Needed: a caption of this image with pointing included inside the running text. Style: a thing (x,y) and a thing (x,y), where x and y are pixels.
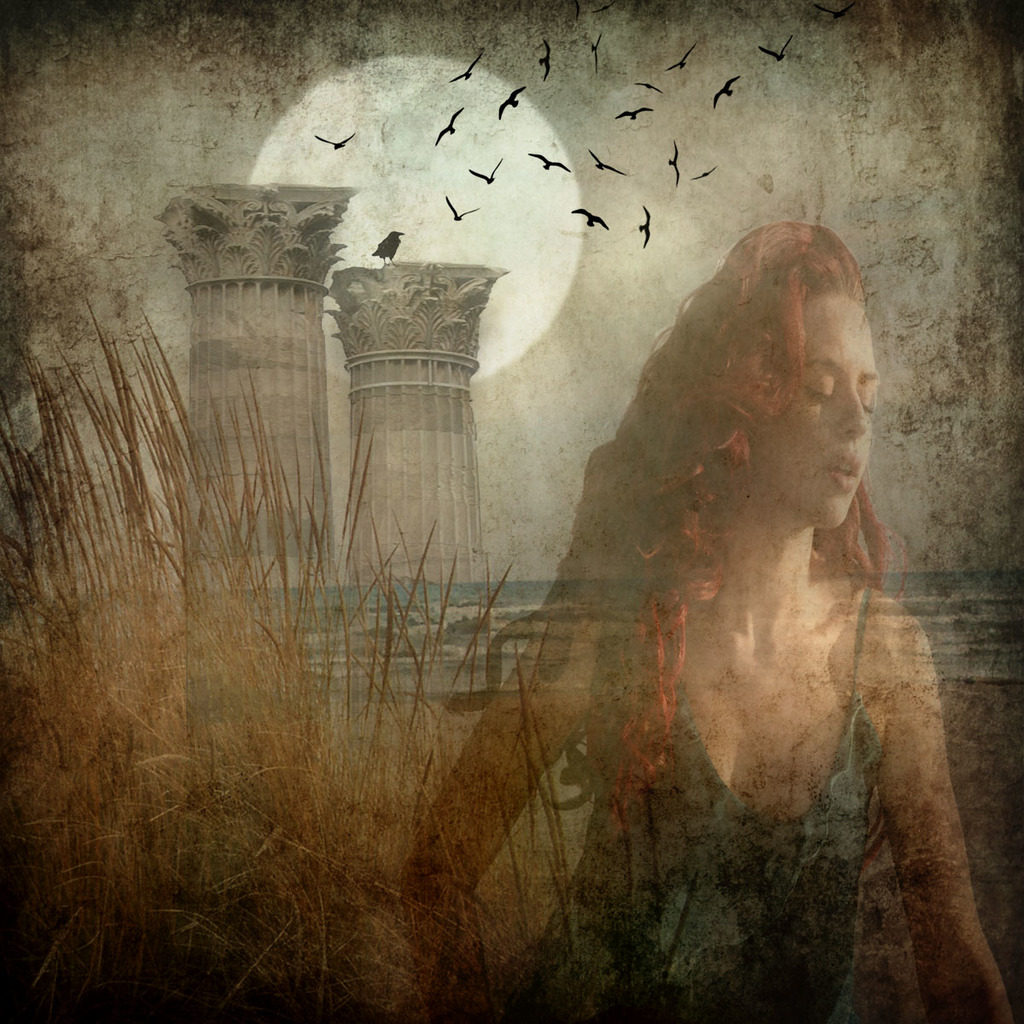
This is the picture of a painting. In this painting we can see birds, sky (220,90), pillars (280,469), grass (283,586), sea (459,642), rocks (449,628) and a woman (727,694).
